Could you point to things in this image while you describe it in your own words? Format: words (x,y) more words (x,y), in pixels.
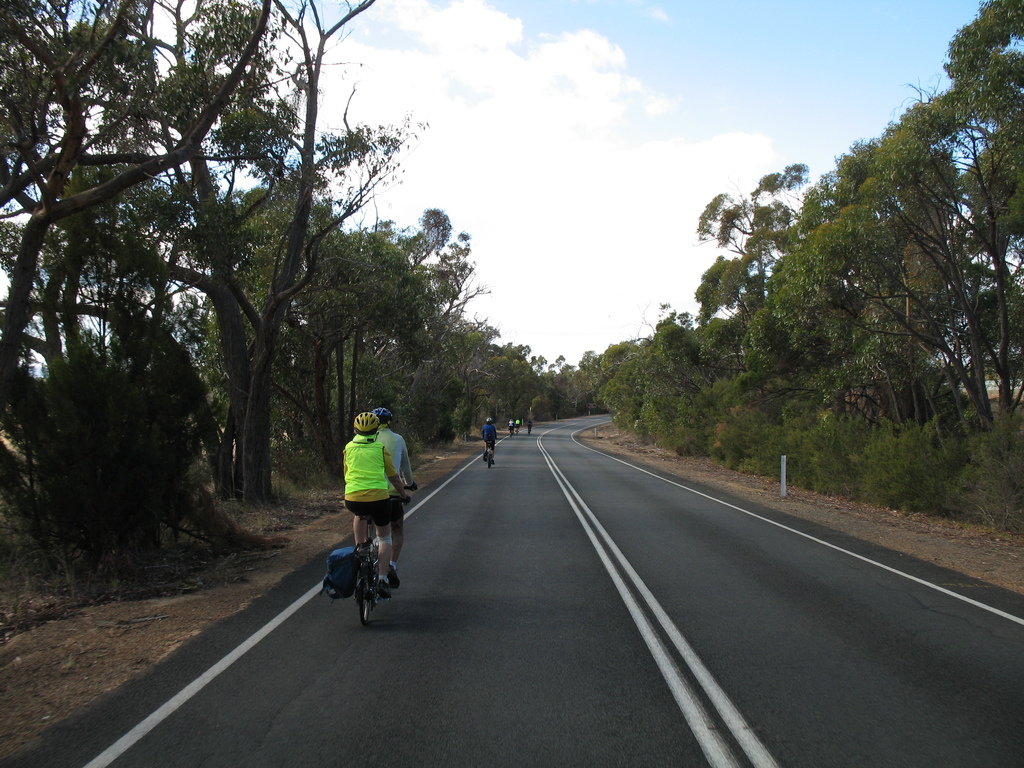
In this picture I can see few people (410,464) are riding bicycle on the road (424,569), side we can see so many trees (422,333).
